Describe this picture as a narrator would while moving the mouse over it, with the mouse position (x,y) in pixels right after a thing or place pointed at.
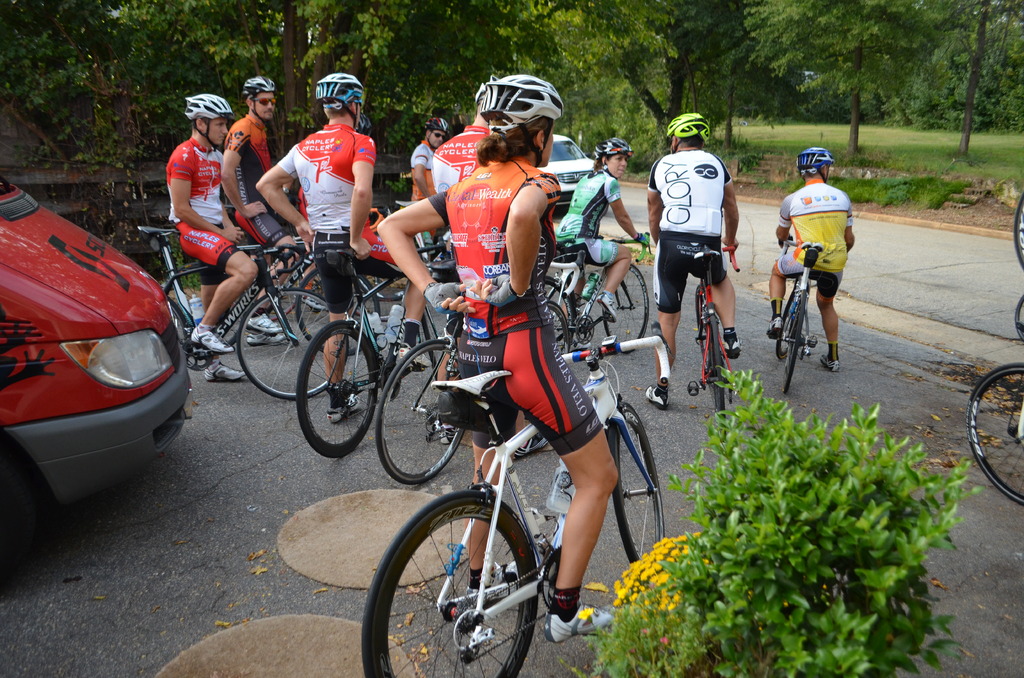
In this image I can see a group of people (504,250) sitting on the bicycles (443,244). They are wearing different color dress (550,237). We can see red color car (72,341) on the road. Back I can see trees (609,61).
